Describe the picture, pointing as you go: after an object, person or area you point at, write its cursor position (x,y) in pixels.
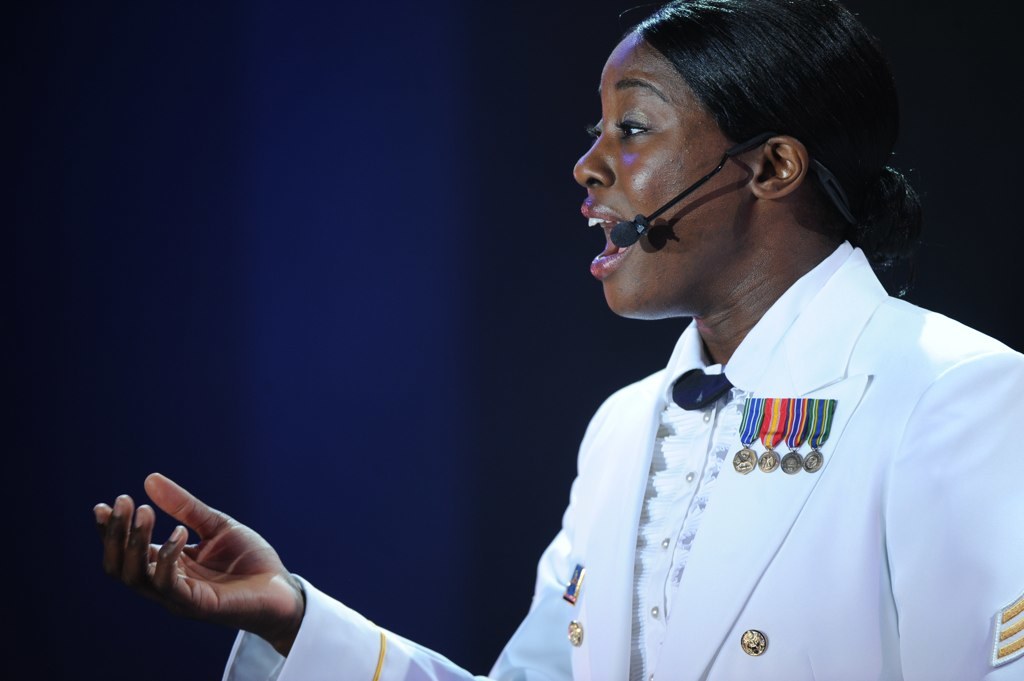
On the right side of this image (714,316) there is a woman (675,362) wearing white color dress (810,611), facing towards the left side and speaking on the microphone (634,229). The background (535,164) is in black color.
